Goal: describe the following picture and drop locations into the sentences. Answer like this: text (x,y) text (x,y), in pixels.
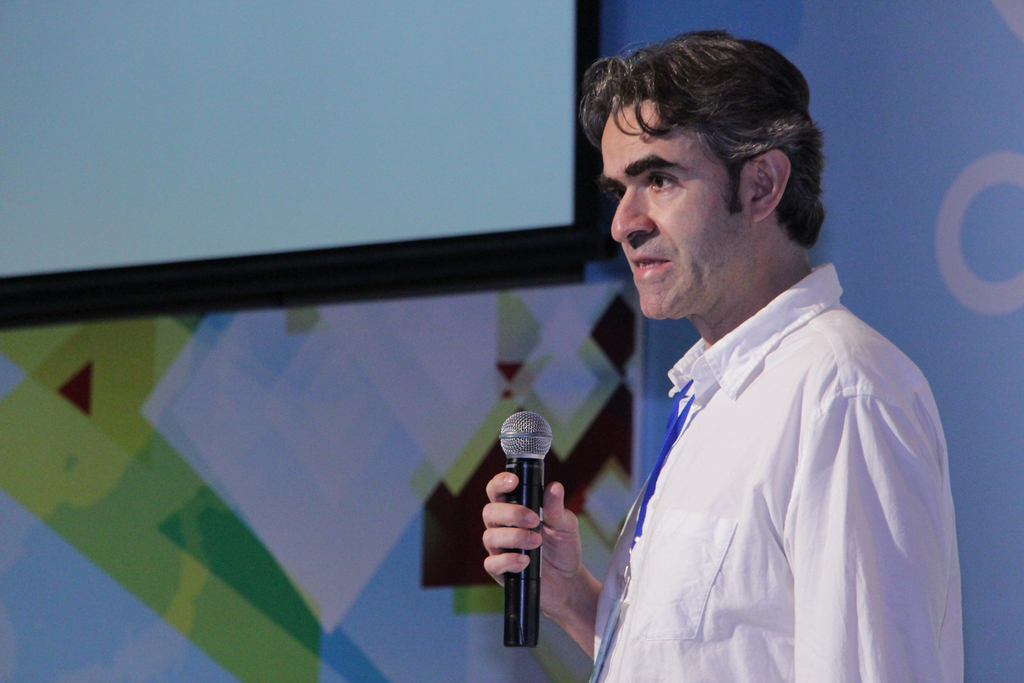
In this picture there is a man (748,675) standing, holding a microphone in his hand (552,496) and speaking in the backdrop (262,365) there's a wall (243,545) and a projector screen (289,186).
